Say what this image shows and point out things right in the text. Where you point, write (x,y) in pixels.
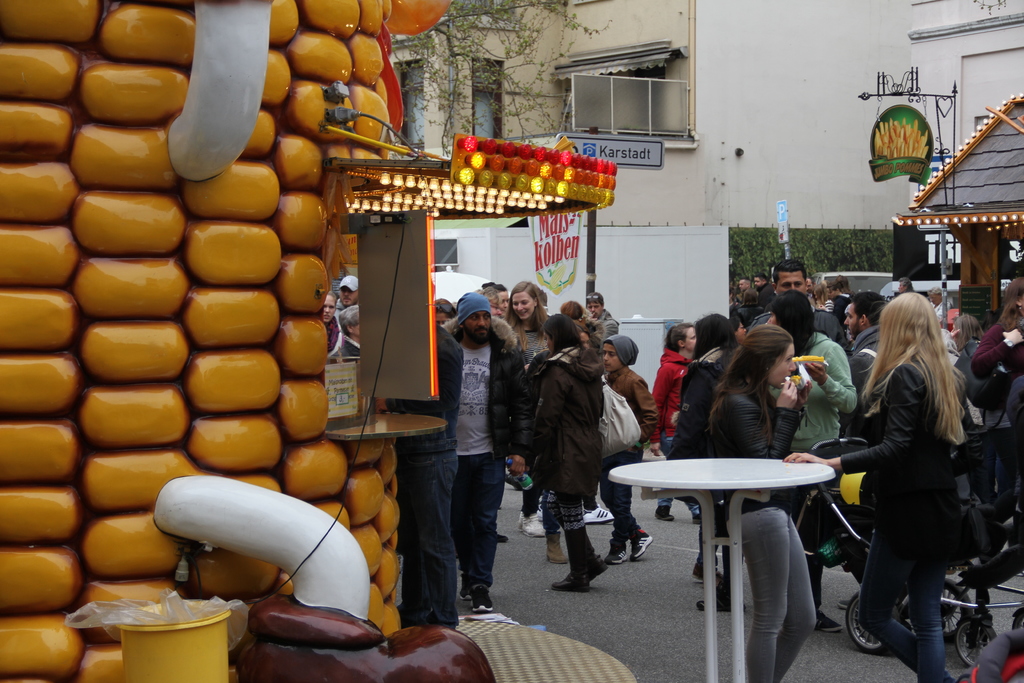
In this picture there are some people (511,387) standing on the road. There is a table (699,493) here. In the background (758,264) there is a wall (765,129) and some plants (849,235) here. We can observe a tree (543,66) here.
